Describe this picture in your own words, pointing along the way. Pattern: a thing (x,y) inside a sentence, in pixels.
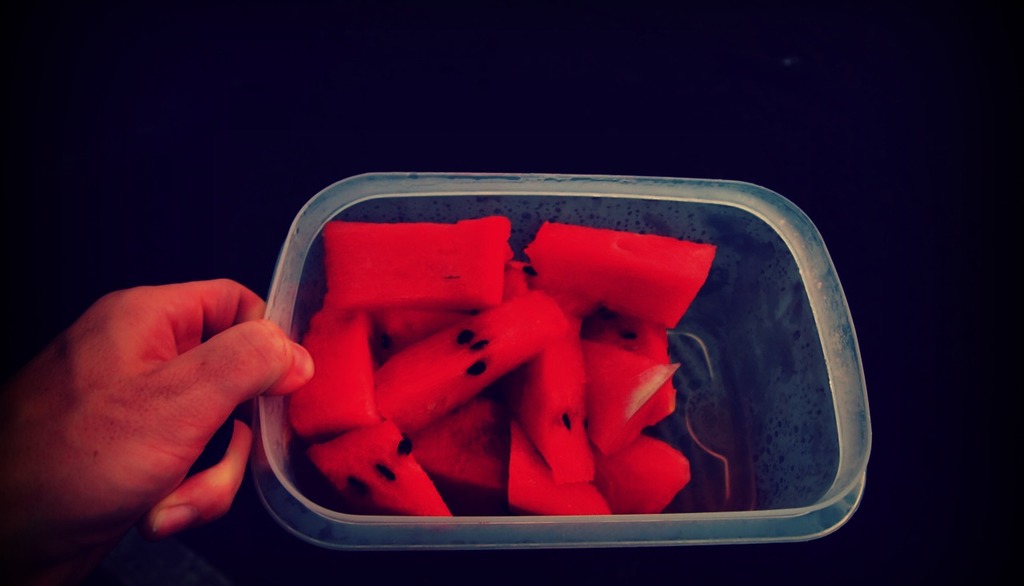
In this image, we can see some food item (530,329) in a container (277,399). We can also see the hand (224,357) of a person (255,364) holding the container (260,409).
